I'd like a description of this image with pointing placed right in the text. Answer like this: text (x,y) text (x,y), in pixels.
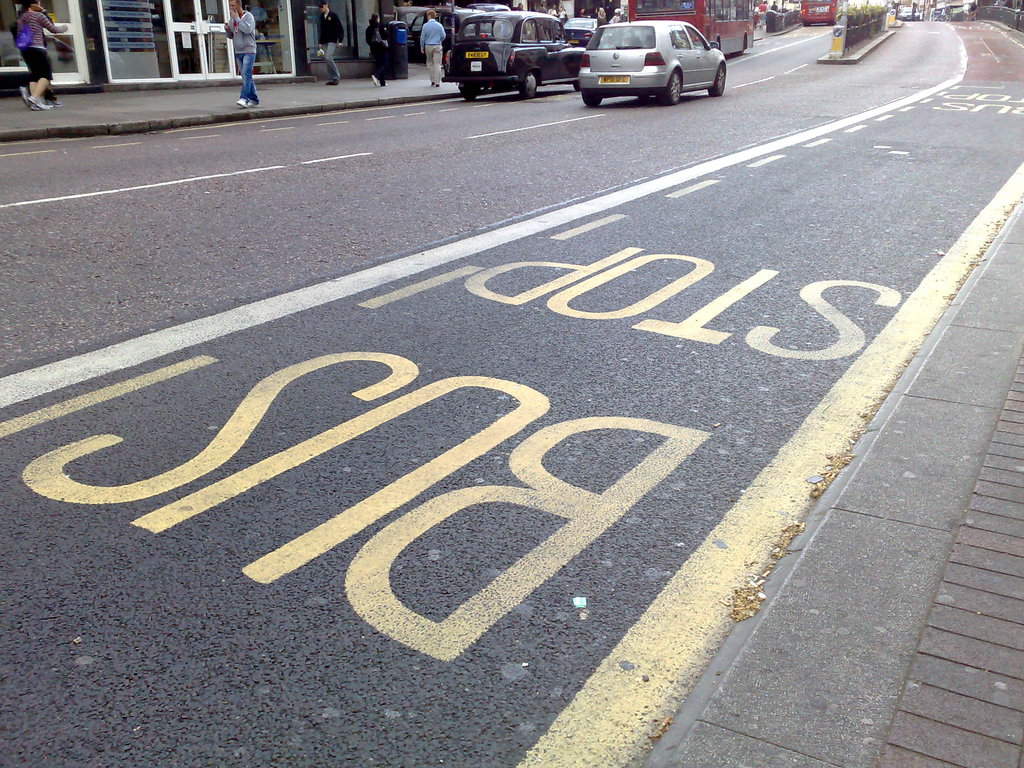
In this image there is a road (403,352) in the middle (476,296). On the road (476,296) there are so many vehicles (577,52). On the left side (192,89) top there is a footpath (108,93) on which there are few people (339,44) walking. Beside the footpath (408,82) there are buildings (178,24). On the right side (838,38) top there is a divider (845,32) in between the road (656,358). At the bottom (542,547) there is some text (780,354) on the road (631,472).
